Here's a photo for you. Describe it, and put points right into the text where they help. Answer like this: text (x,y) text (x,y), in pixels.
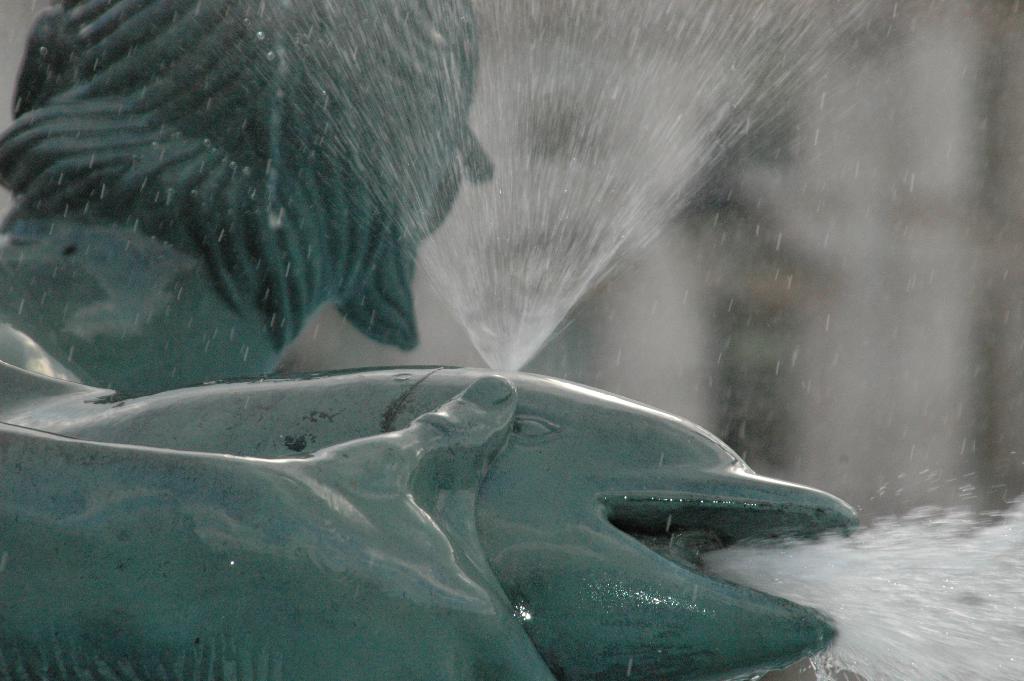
As we can see in the image there are sculptures (242,369) and water (910,609). The background (743,218) is blurred.
